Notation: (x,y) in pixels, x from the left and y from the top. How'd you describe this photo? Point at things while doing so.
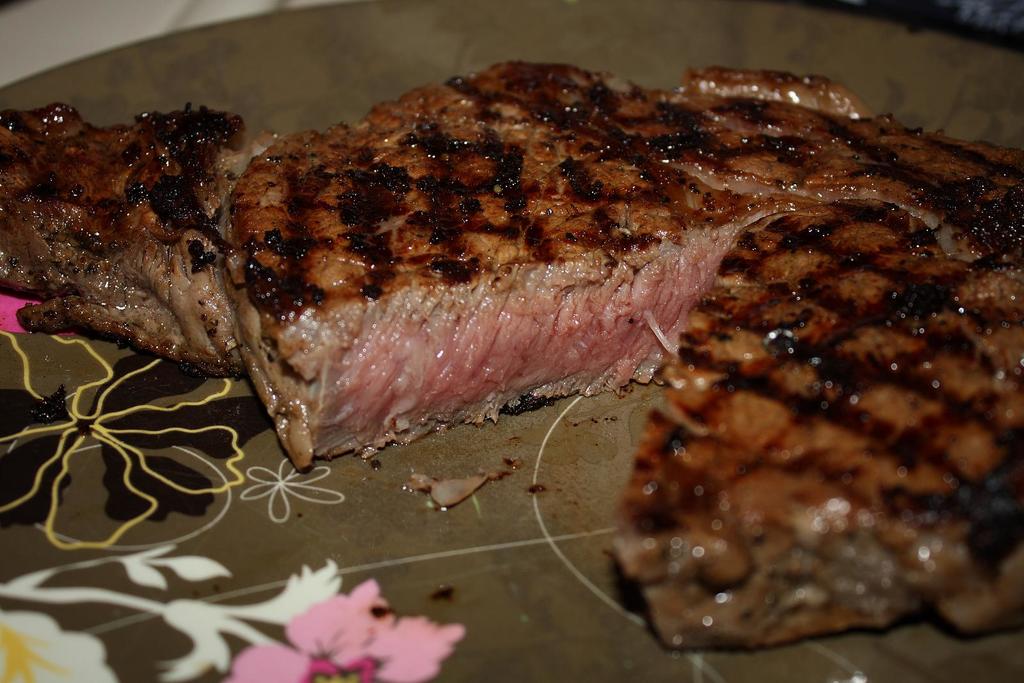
In this image we can see meat (354,204) on a plate (724,59).
